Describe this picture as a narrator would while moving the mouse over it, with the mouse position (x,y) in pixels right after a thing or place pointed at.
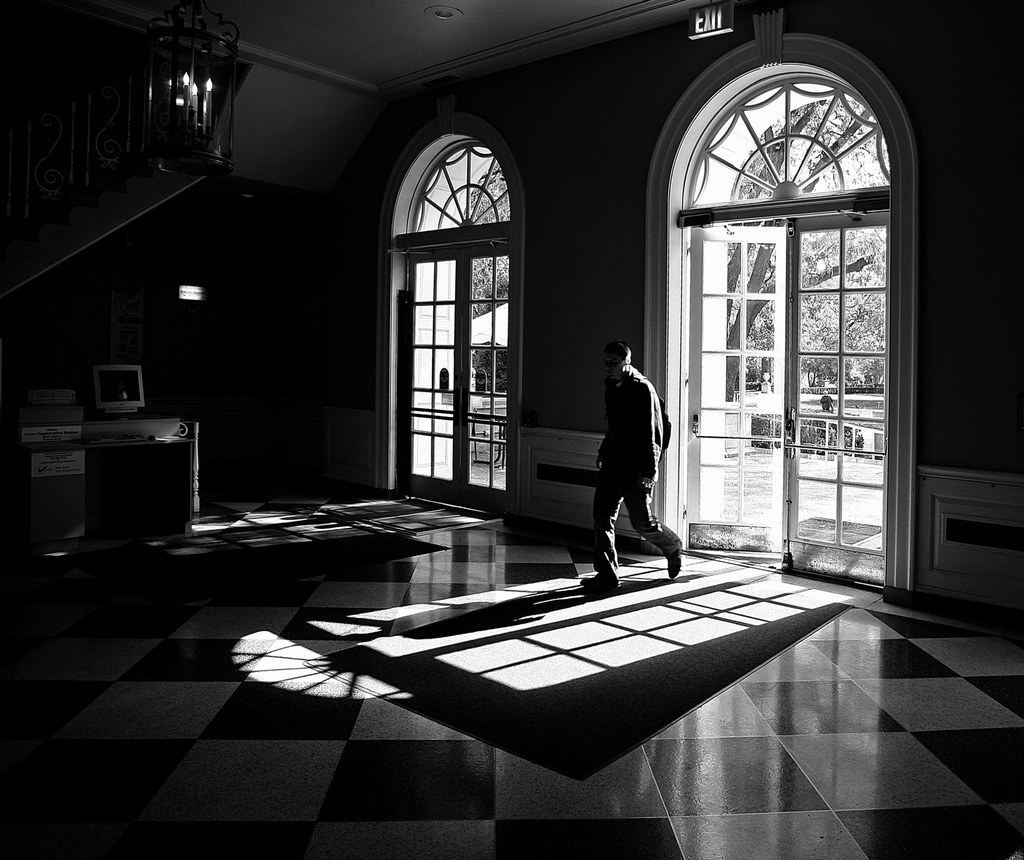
In the picture we can find a man (642,421) in a house (571,414) he is walking through the exit door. We can find a monitor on a table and we can also find a railing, steps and ceiling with light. From the door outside we can see a tree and some people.
